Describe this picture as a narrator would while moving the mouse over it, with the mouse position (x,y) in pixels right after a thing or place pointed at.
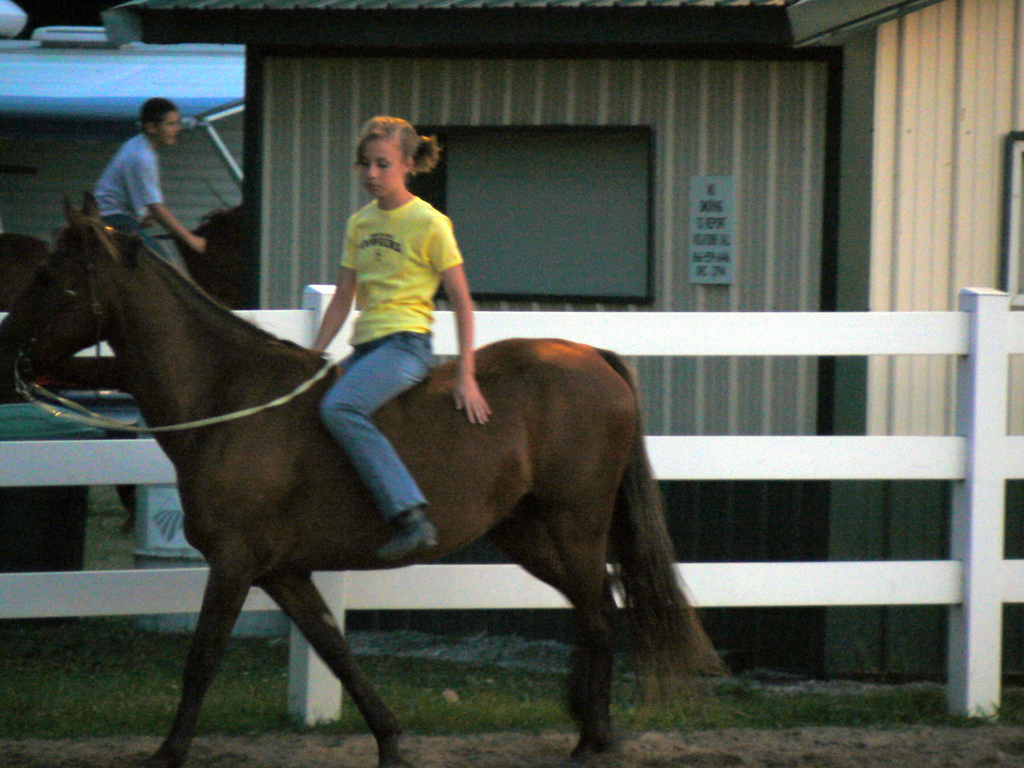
In this picture we can see two people (403,529) sitting on horses (313,550) on the ground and in between them we can see a fence (706,463), here we can see grass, sheds (690,487), name board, dustbin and an object (1014,213).
